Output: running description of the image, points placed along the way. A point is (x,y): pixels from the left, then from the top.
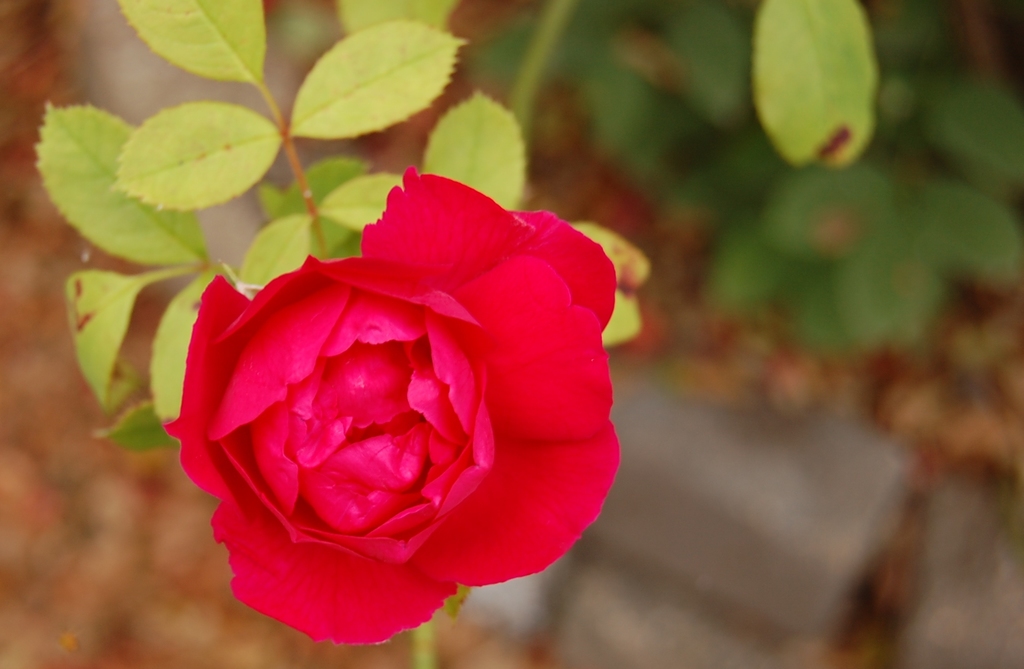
In the image there is a rose flower (389,281) to a plant (511,155) and below there is another plant (946,198) on the land (118,609).
